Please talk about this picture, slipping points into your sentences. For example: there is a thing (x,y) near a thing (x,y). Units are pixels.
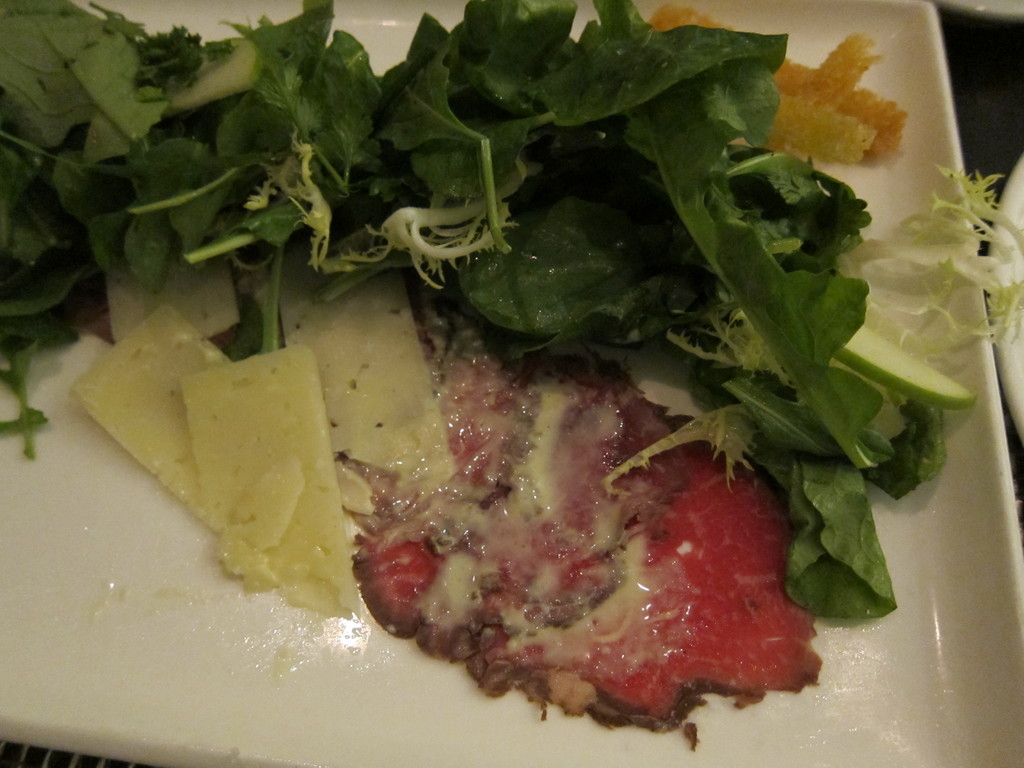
In this image there is a plate (944,161), there is food (720,377) on the plate (174,629).
